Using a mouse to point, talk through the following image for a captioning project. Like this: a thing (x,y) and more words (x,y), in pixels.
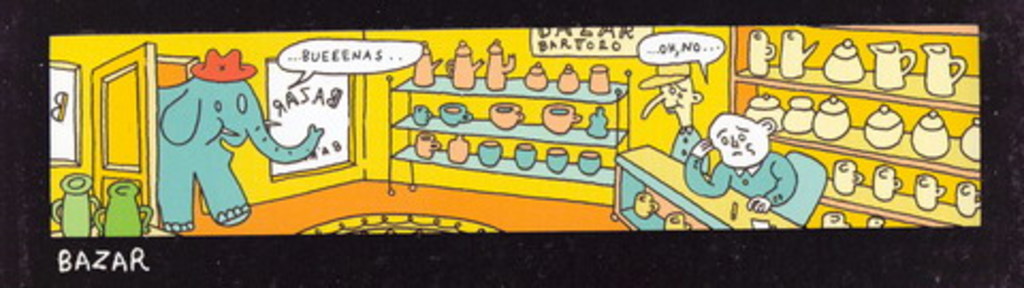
This is a cartoon image. In this picture, we see the racks (935,159) in which jars (835,120) and flasks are placed. On the left side (183,206), we see a door (110,163) and an elephant (191,162) in blue color. On the right side (785,180), we see the man (710,126) is sitting on the chair (801,163). This image might be a poster.
